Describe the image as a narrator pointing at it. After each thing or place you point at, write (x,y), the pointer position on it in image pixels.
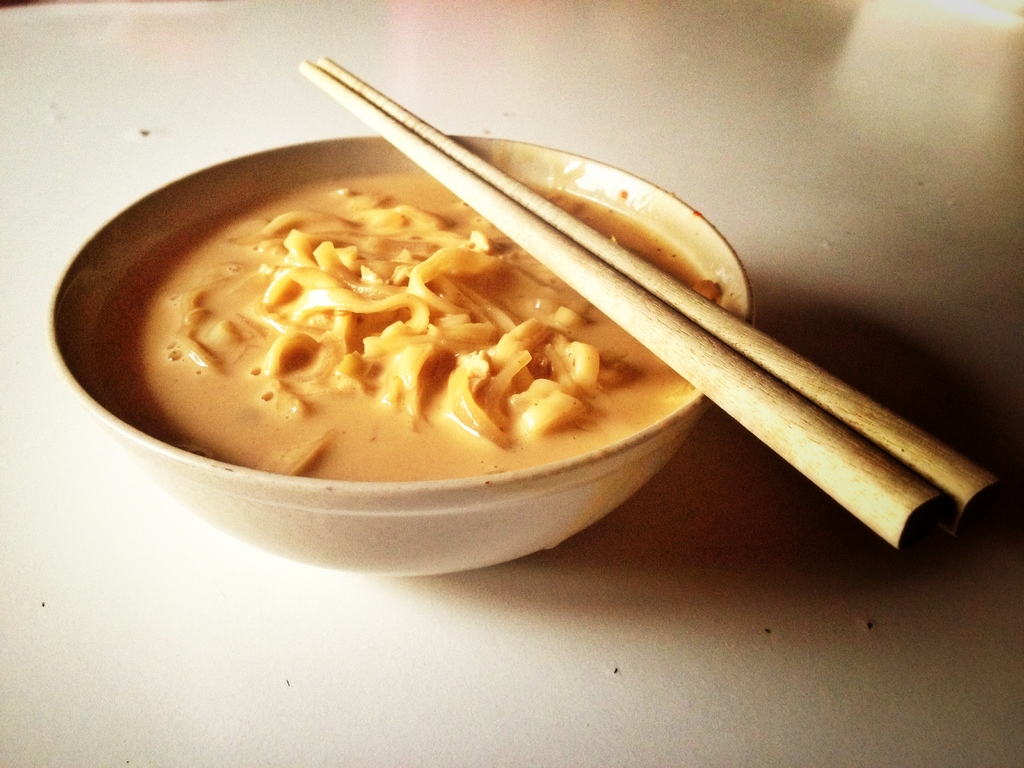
There is a bowl (377,373). The curry (614,437) is in the bowl (524,378). There is a chopsticks (673,362) on a bowl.
